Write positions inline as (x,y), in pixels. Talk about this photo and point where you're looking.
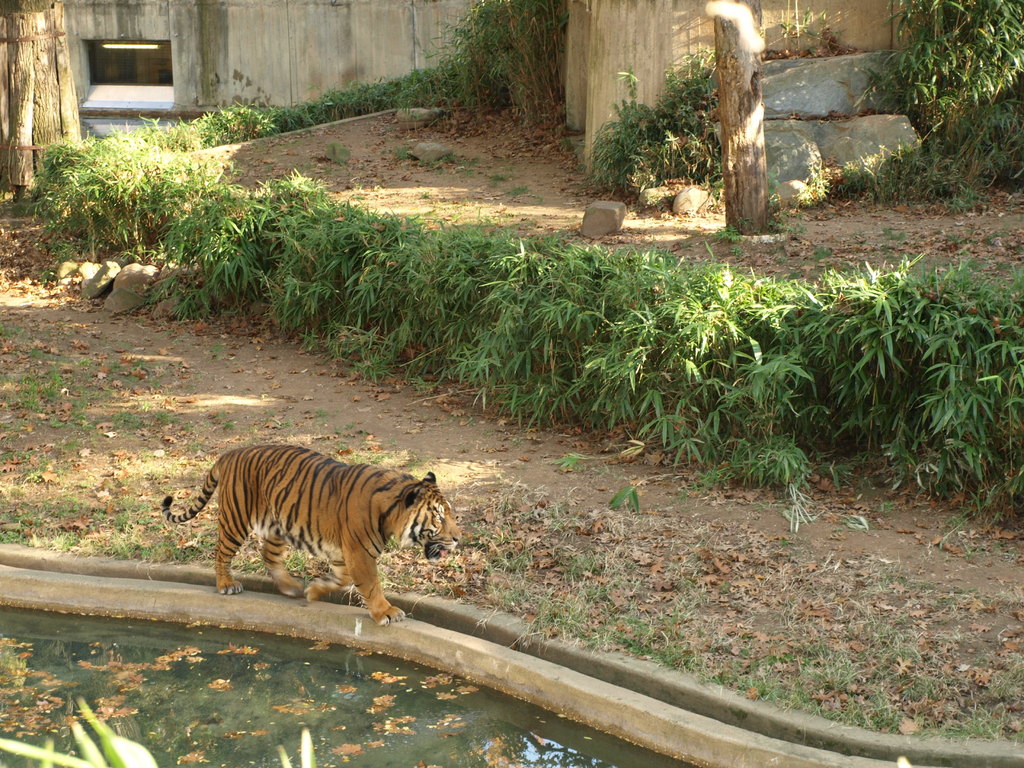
In this picture we can see a tiger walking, water (89,677), trees (1018,77), stones (827,98) and in the background (296,63) we can see wall (285,63).
